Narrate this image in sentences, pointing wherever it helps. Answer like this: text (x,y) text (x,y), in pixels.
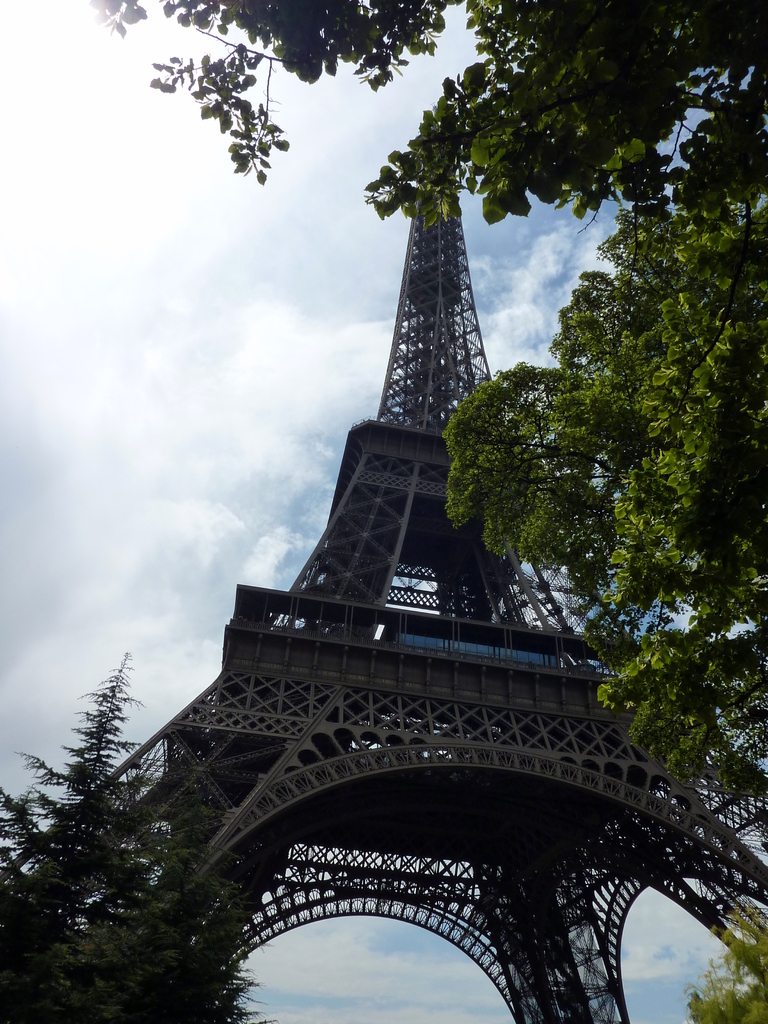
In this image we can see Eiffel tower (148,753). Also there are branches (506,460) of trees (506,448). In the background (245,427) there is sky (260,473) with clouds (643,929).
